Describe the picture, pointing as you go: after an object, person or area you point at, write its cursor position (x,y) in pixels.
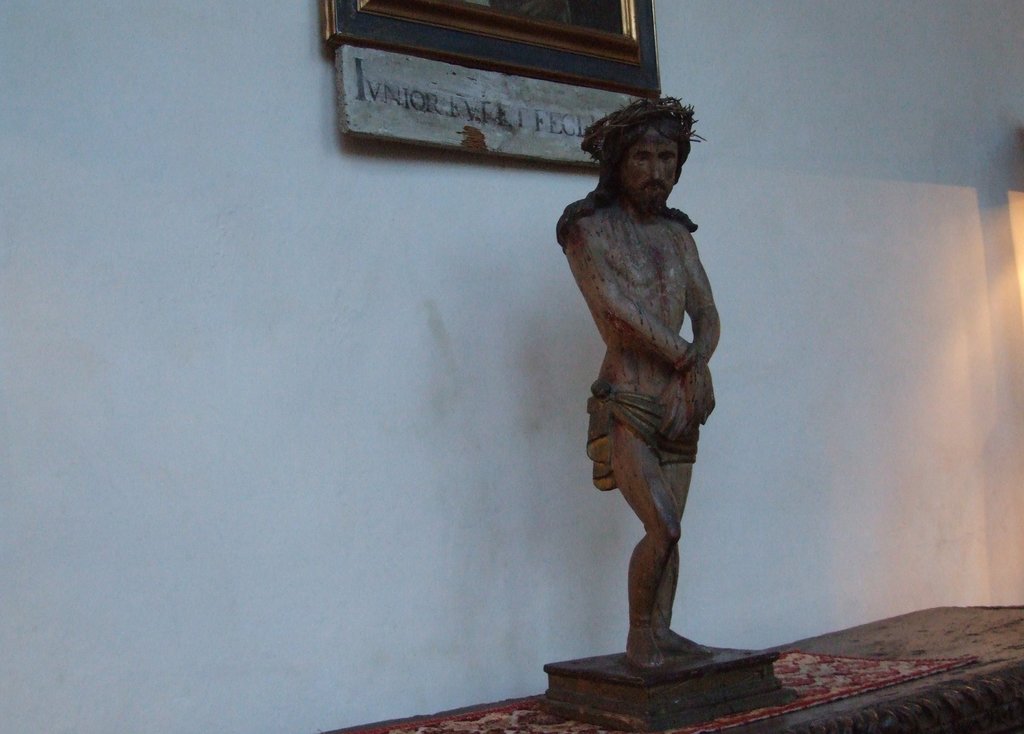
Here we can see a statue (633,143) on a platform (940,699). In the background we can see a board (584,137) and a frame (527,23) on the wall (843,311).
